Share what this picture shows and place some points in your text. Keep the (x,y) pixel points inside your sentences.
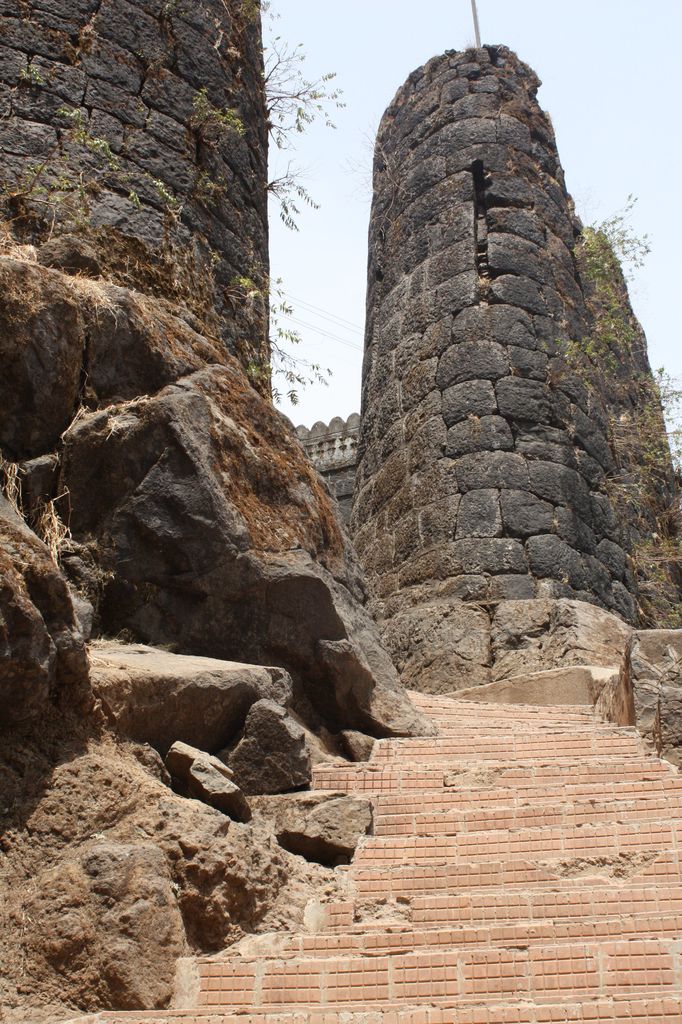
Here we can see stones (206,733) at the steps (480,749). In the background (185,185) there are big walls (490,417), plants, pole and sky (631,55).
